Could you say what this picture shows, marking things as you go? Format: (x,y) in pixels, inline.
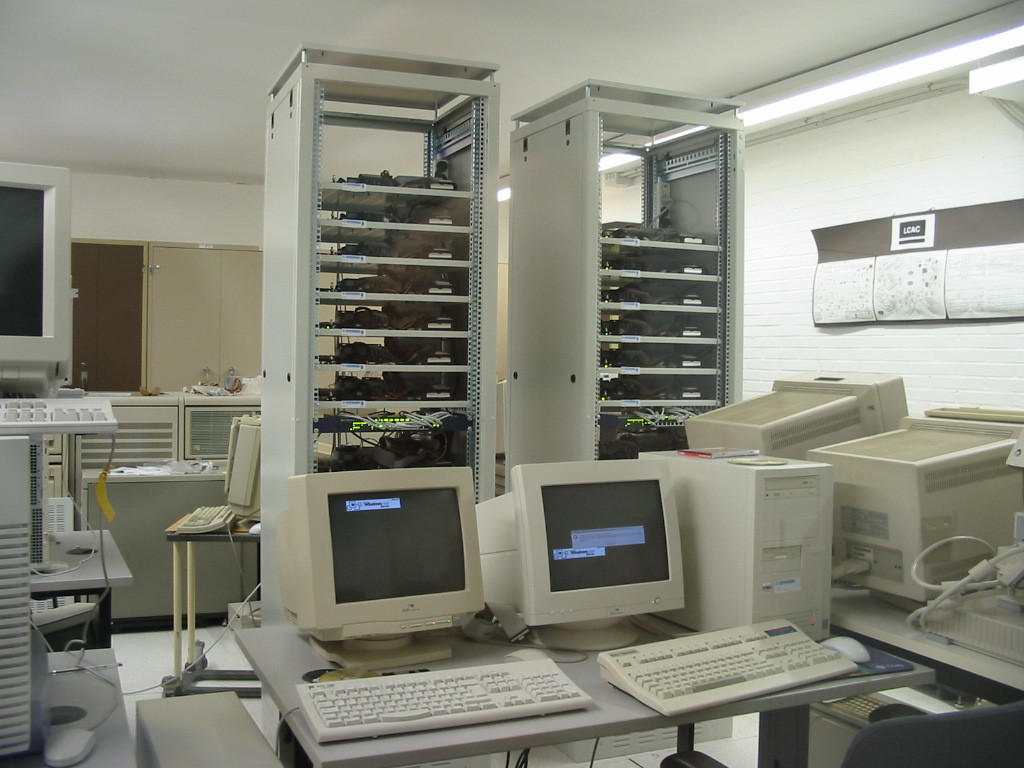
There is a room (736,546) with monitors (368,603) and keyboards (453,721) on a table (334,763) and behind them there are racks (707,178) with something on it. And a shelves (148,360) with doors (178,301).
